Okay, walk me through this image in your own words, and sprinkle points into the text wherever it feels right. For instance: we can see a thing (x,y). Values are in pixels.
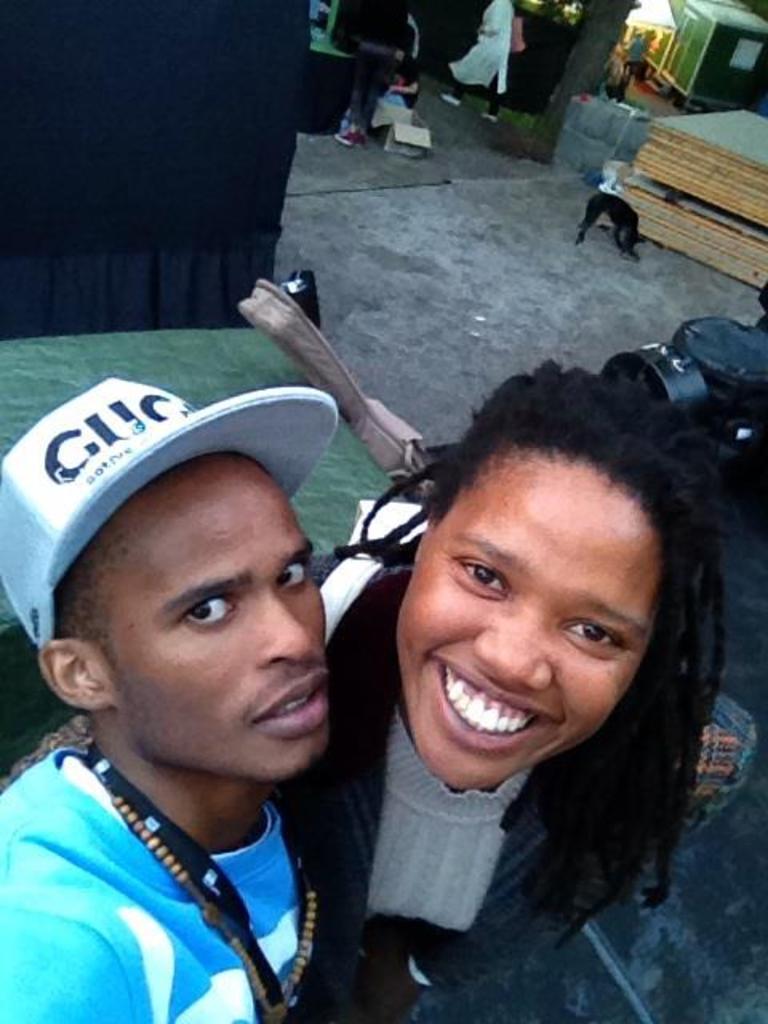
In this image in the front (210,639) there are persons (351,792) standing and one of them is smiling. In the background (181,145) there are objects (218,163) which are black and green in colour and there are persons (365,114), there is a dog (636,224), there are card boards (721,173) and there are lights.
